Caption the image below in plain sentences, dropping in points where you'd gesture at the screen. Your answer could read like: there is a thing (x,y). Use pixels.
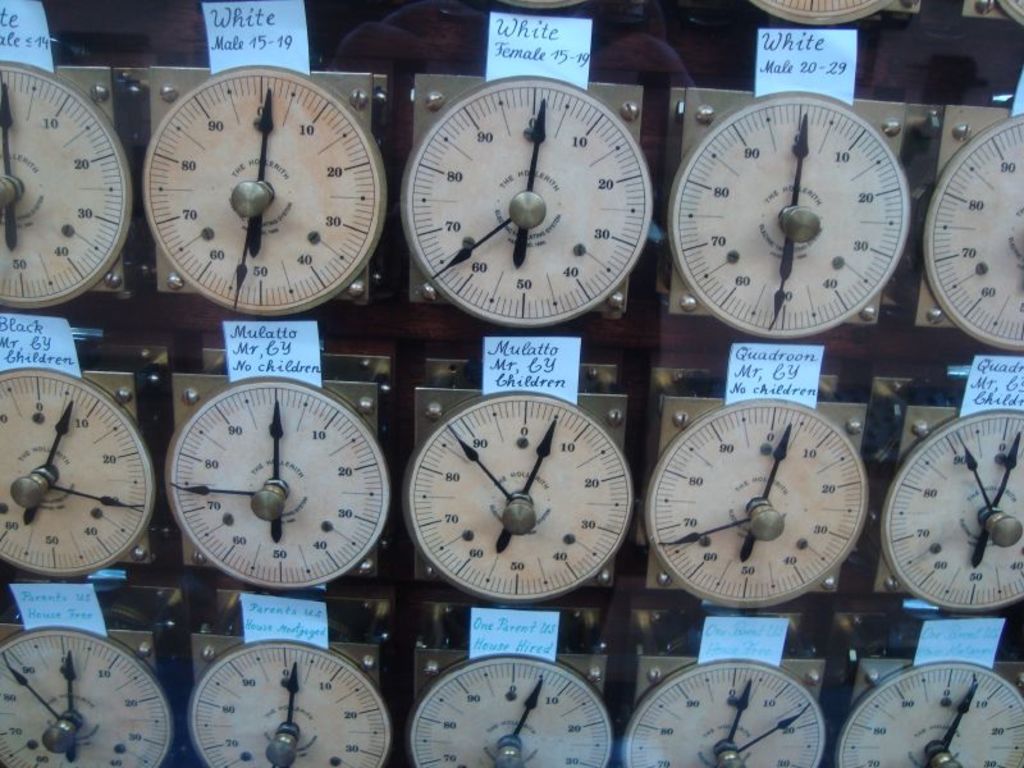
In this picture I can observe number of meters (178,515). There are two needles (274,468) which are in black color in each meter (456,262). I can observe name boards (235,365) on each meter (246,447).
